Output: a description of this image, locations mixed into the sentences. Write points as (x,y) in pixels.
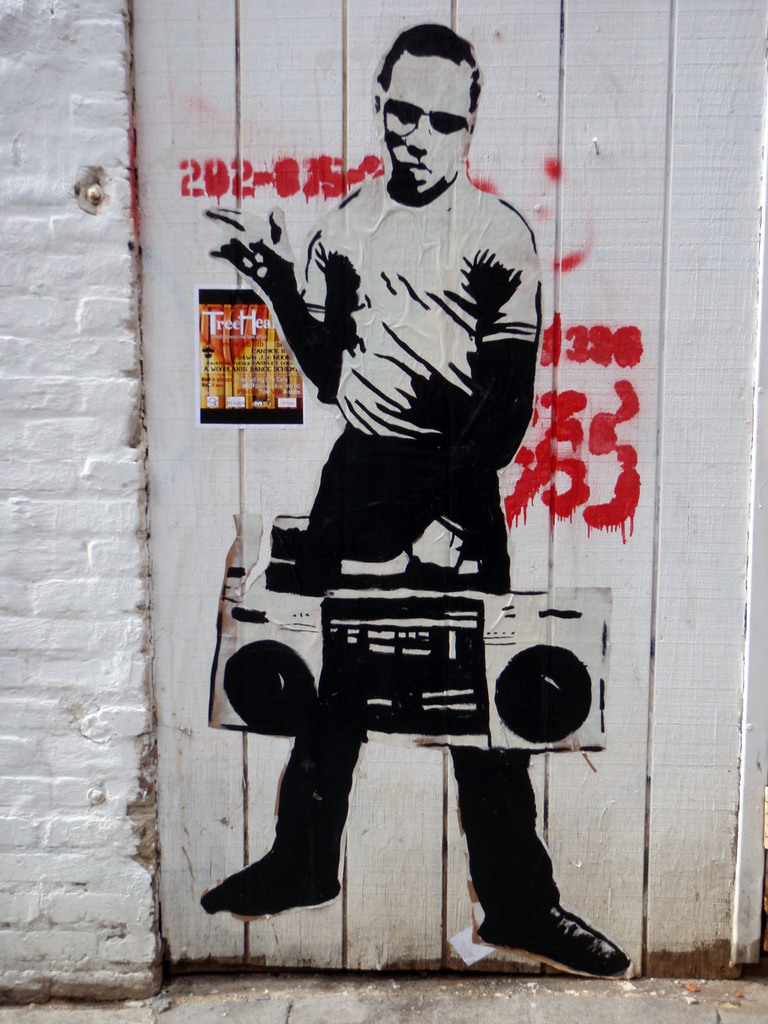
As we can see in the image there is a wall (156,952). On wall (265,62) there is painting (456,281) of a man (436,325) holding tape recorder (475,645).
